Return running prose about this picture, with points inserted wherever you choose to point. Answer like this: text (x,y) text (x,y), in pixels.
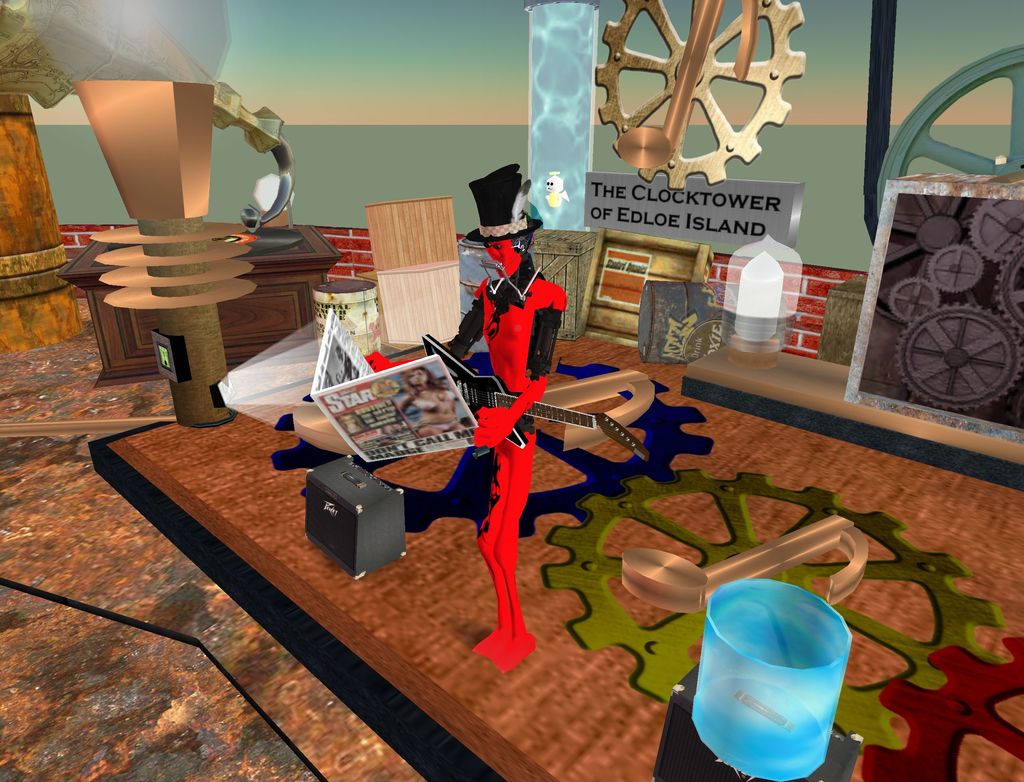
It is a graphical image. In the center of the image (512,456) we can see a person (507,507) is standing and he is holding a newspaper (449,396). At the bottom of the image (719,707), we can see some objects (728,725). In the background (21,245) there is a table (254,279), board (677,223) with some text (690,227) and a few other objects (660,249).
